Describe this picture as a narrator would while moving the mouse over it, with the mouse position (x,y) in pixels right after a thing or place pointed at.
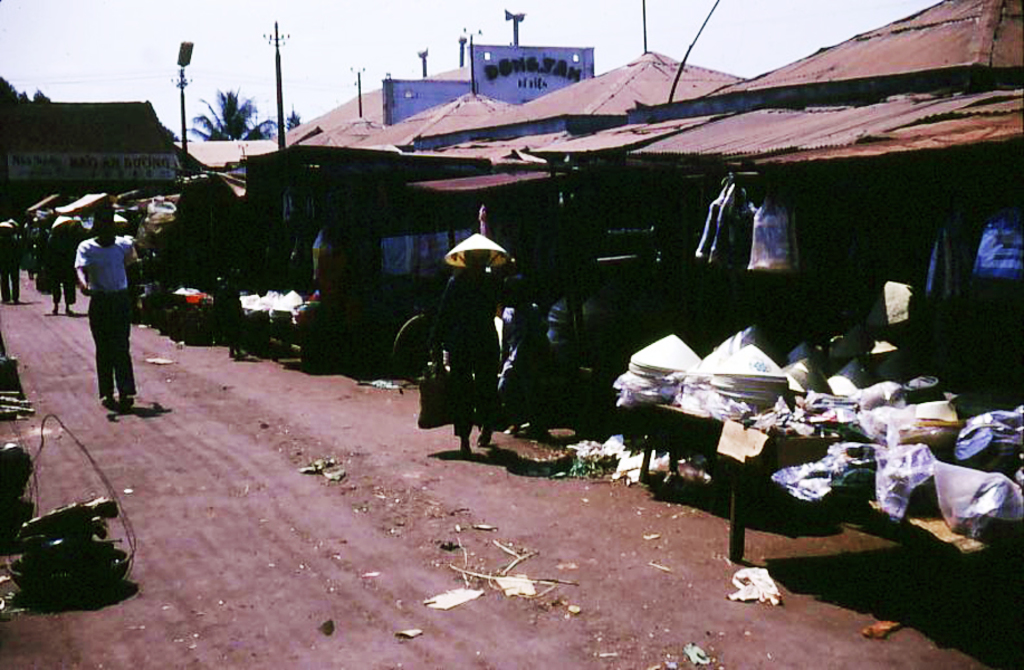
In this image on the left (104,276) there is a man (130,310), he wears a t shirt (110,265), trouser (102,310), he is walking. In the middle (481,338) there is a person (486,358) walking. On the right (841,298) there are hats (860,367), tables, shops (693,271), tents (517,140), signboards (518,84), text (509,66), electric poles (280,123), trees (230,132). At the top (122,62) there is the sky (155,45). In the background (63,258) there are some people (60,238) and houses (133,144).
